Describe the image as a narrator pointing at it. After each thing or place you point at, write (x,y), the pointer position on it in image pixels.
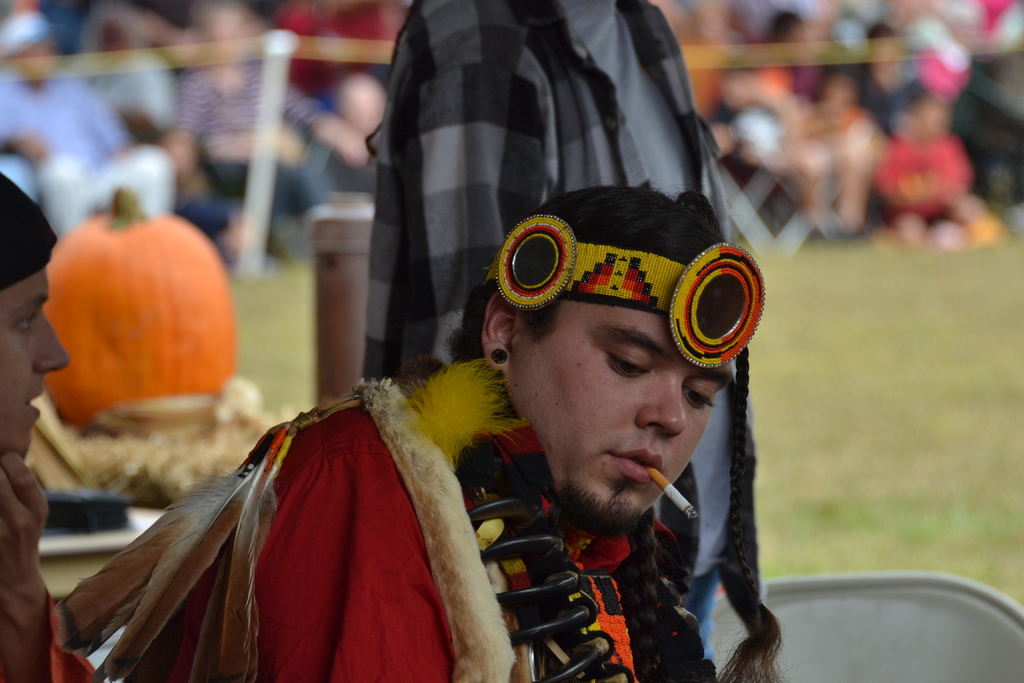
In the image there is a man (352,497) with costume (296,521), feathers (156,540) and around his head (708,229) there is a band (703,320). He kept cigarette (664,490) in his mouth (643,466). Behind him there is a man (522,196). On the left side of the image (18,596) there is a person (20,580). In the background (68,299) there is a pumpkin (95,304) and also there is a blur background (248,36).
